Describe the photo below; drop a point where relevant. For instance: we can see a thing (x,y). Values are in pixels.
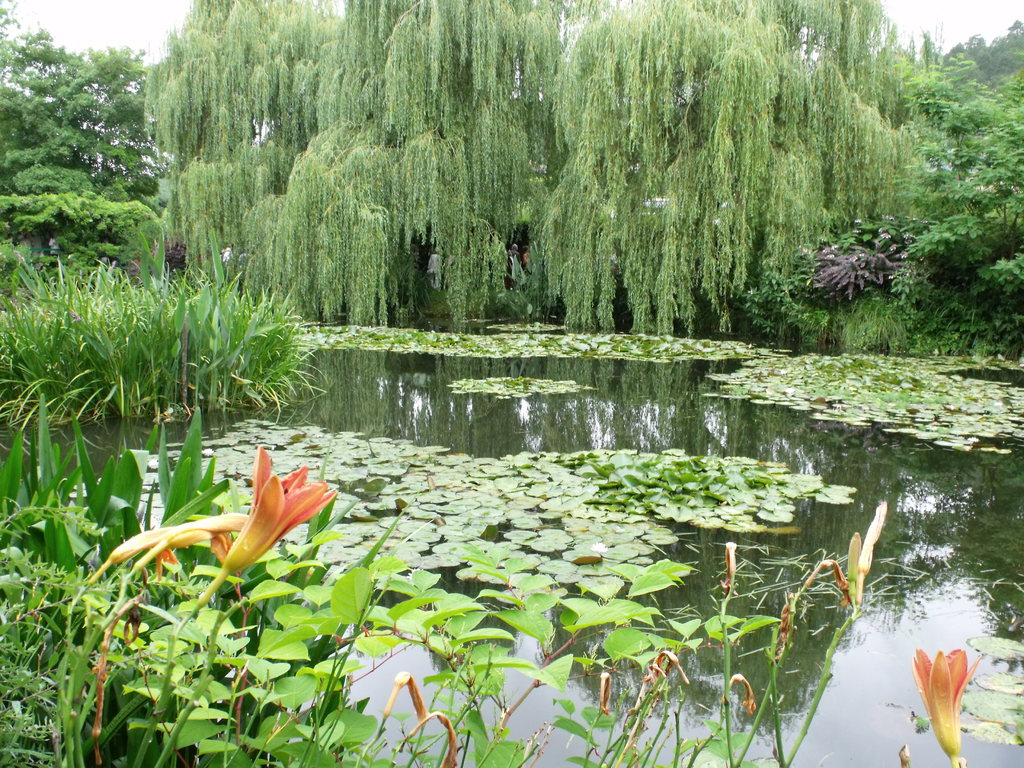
In this image I can see few trees (662,303), water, sky (75,26) and few orange and yellow color flowers (279,499).
